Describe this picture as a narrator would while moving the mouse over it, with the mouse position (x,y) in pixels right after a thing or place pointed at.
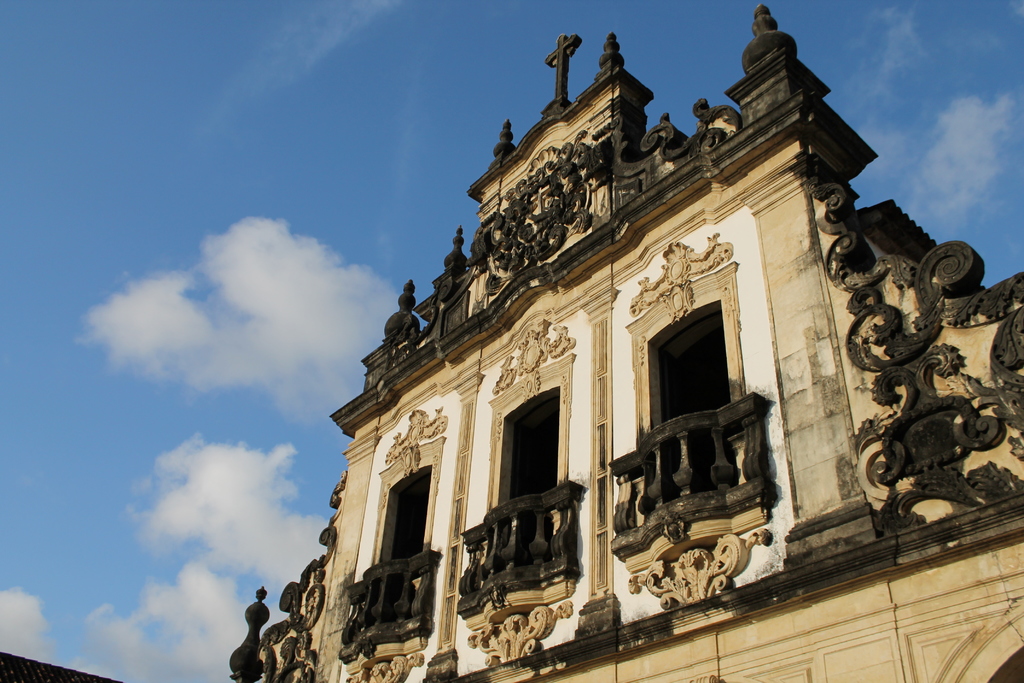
In this image there is the sky (300,131) truncated towards the top of the image (245,112), there are clouds (229,343) in the sky (122,278), there is a church (634,366) truncated towards the bottom of the image (722,529).
